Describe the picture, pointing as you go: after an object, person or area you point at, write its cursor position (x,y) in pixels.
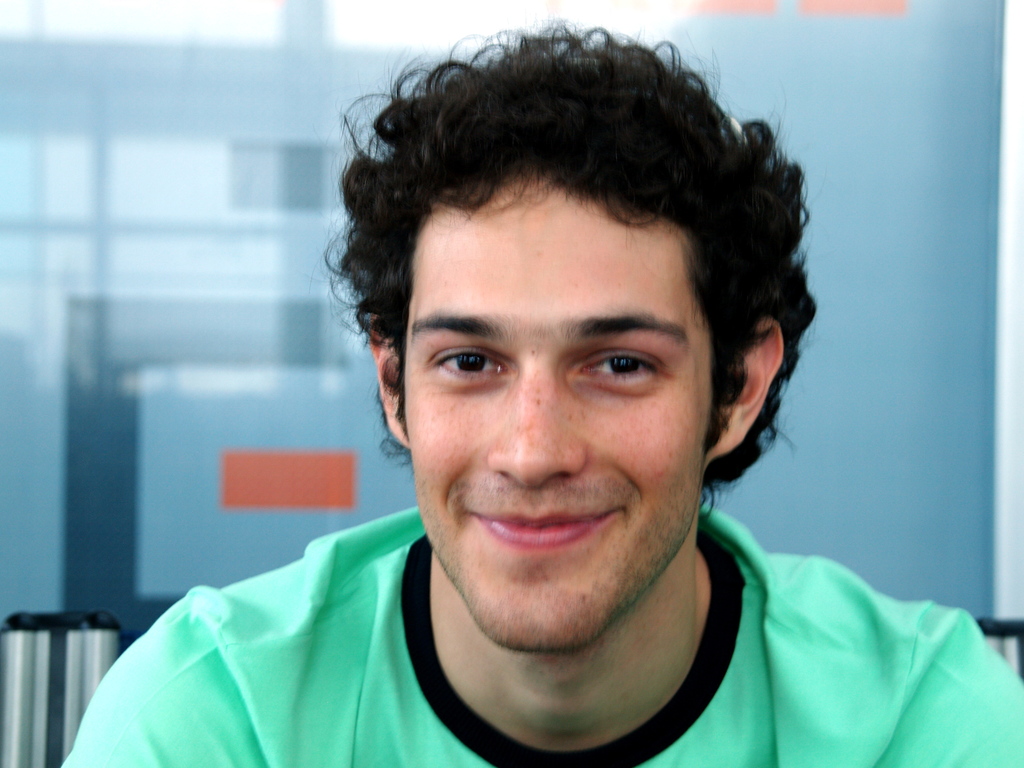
In the center of the image (668,273) there is a person (787,688) wearing a green color t-shirt (808,591).
